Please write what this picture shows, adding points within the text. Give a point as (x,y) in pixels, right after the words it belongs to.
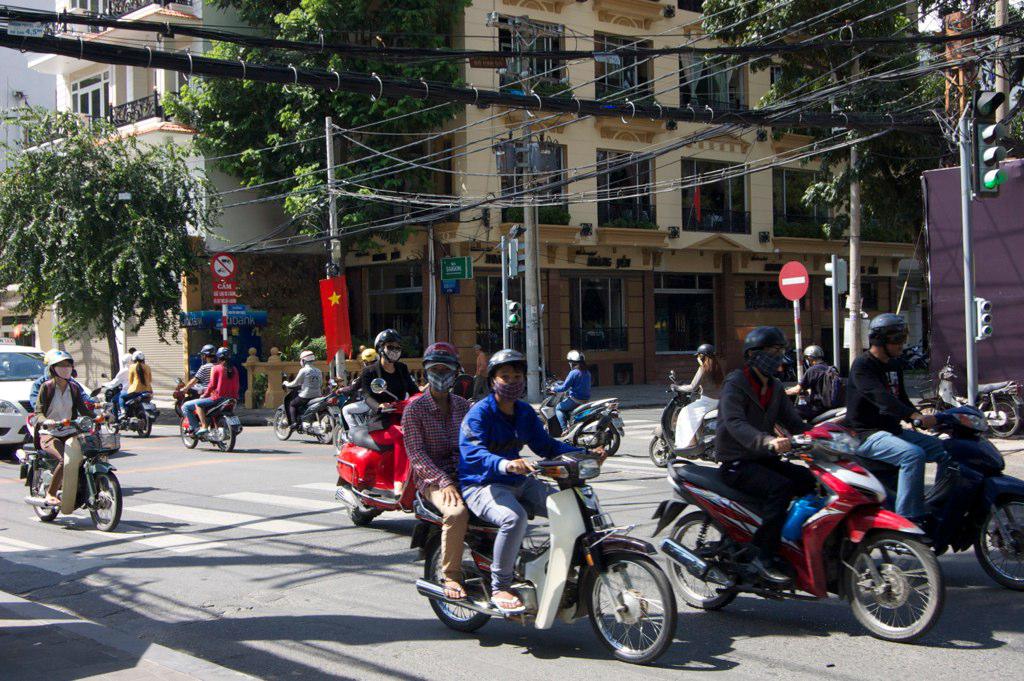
There is a road (173,525) on which there are different types of vehicles (352,477) riding on it and man (60,352) who is riding is having a helmet (60,354) on his head (64,354) and we can see a sign board (225,266) and in the left side (112,341) we can see a tree (113,342) and in the background (472,313) we can see building (689,239) which have windows (735,206) and curtains (732,98) in it and on the top (478,174) we can see wires (565,201) and on the right side (965,231) we can see traffic signal pole (976,164), on the left side (335,315) we can see a flag (342,308), on the road (205,562) we can see zebra crossing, on the right side (808,505) we can see cover (801,518) in the bike (826,511).
